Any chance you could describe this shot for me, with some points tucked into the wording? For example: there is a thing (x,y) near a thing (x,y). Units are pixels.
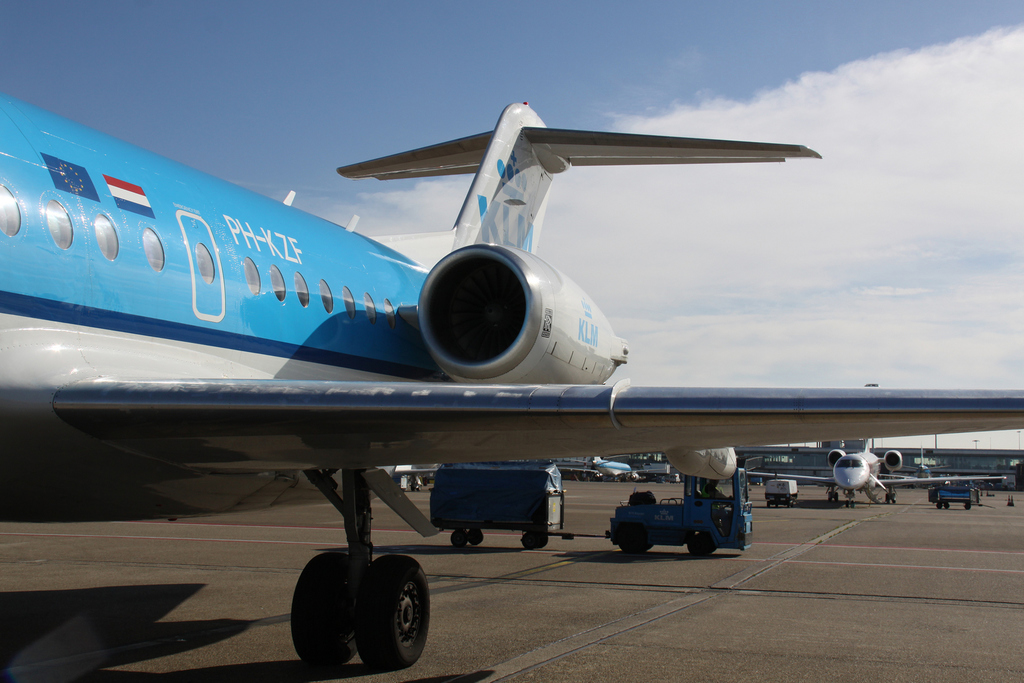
In this image we can see an airplane (127,221), there are some flags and text (229,224) on it, behind it there are a few other airplanes (848,494) and a building (962,471), which looks like an airport (945,465).
